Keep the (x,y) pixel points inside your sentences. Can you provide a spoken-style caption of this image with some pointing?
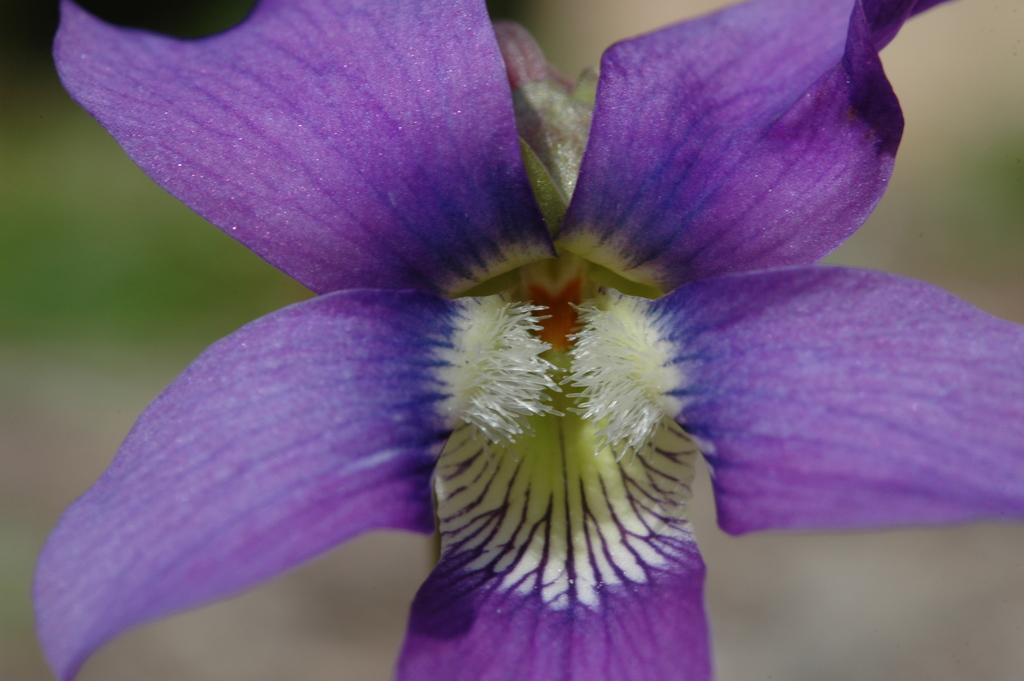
The picture consists of a violet color flower (556,351). The background (63,164) is blurred.
